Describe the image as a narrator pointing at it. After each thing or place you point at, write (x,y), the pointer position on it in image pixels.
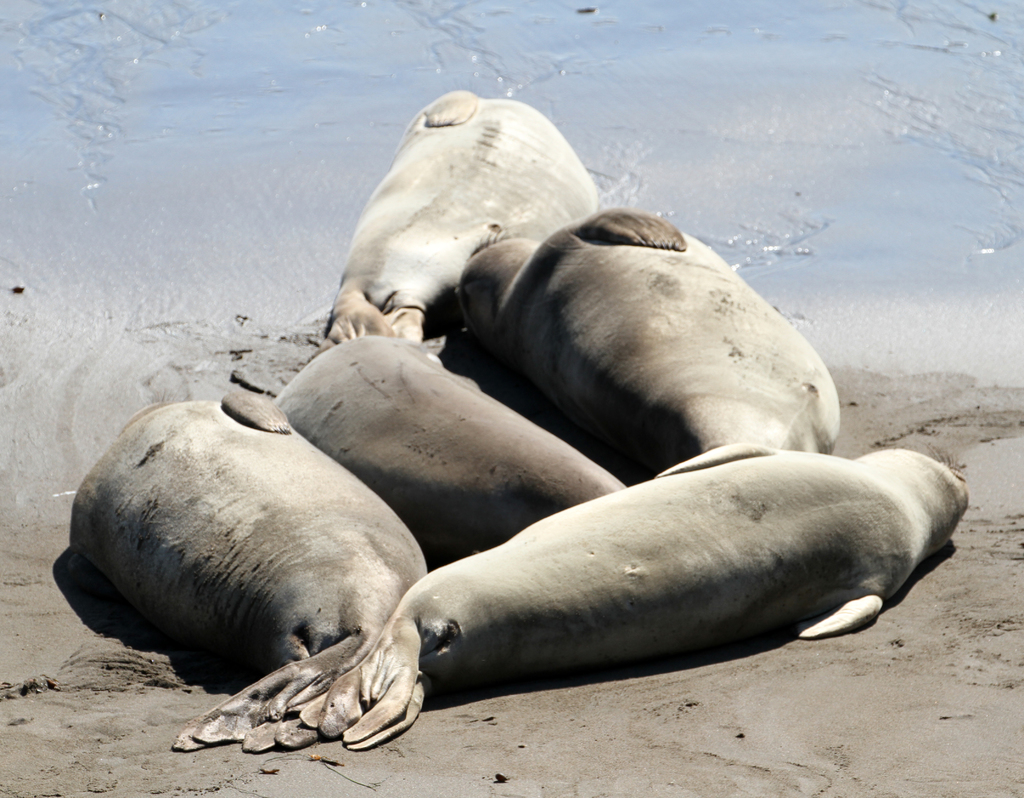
In this picture there are seals (488,188) in the center of the image (377,400) and there is water (272,111) at the top side of the image (523,98).
